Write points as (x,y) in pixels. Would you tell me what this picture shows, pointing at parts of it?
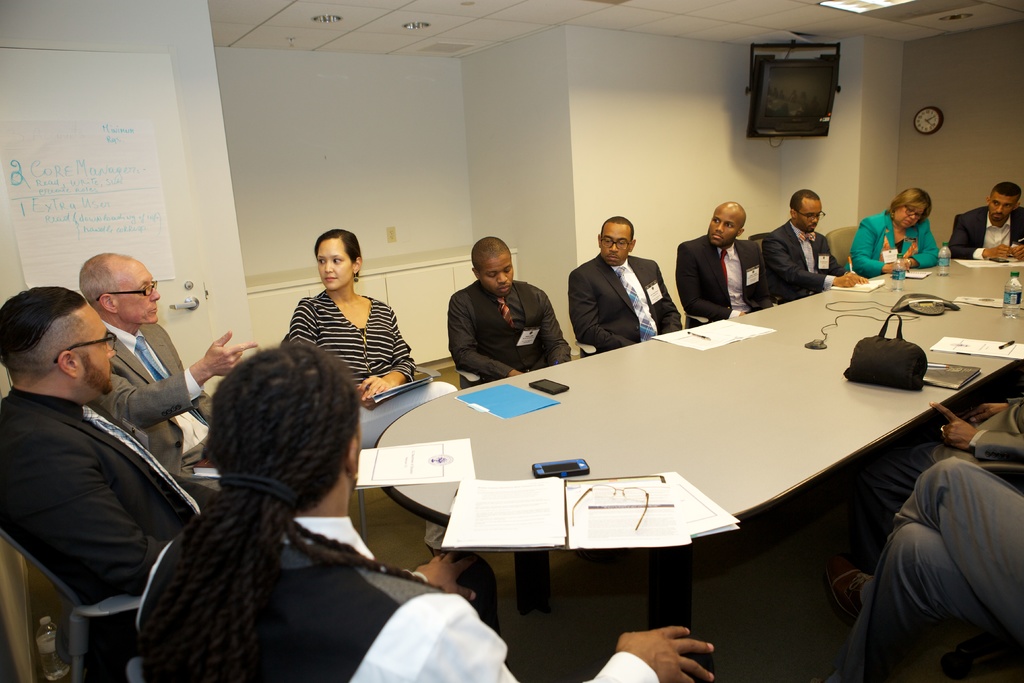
In this picture there is a woman (349,331) who is wearing striped dress (387,344) and white trouser (398,404). She is sitting on the chair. Beside her we can see old man (152,342) who is wearing spectacle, suit (146,383) and trouser (190,477). At the bottom (215,562) there is another man (278,511) who is sitting near to the table (769,418). On the table (863,441) we can see the papers (647,535), files (539,398), mobile phones (541,383), bag (884,385), laptop (945,370), pen (1008,346), water bottle (1014,308), cables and other object (915,303). On the right (875,236) there is another woman (918,212) who is wearing green jacket (918,235). Beside her we can see group of persons (604,291). In the top right corner (781,122) we can see the television (832,106) and clock (924,123) on the wall (908,106). In the background (397,159) there is a wall (457,177), beside that we can see the desk (430,285). in the top left (141,90) we can see poster (144,128) which is attached to the door (74,107).
